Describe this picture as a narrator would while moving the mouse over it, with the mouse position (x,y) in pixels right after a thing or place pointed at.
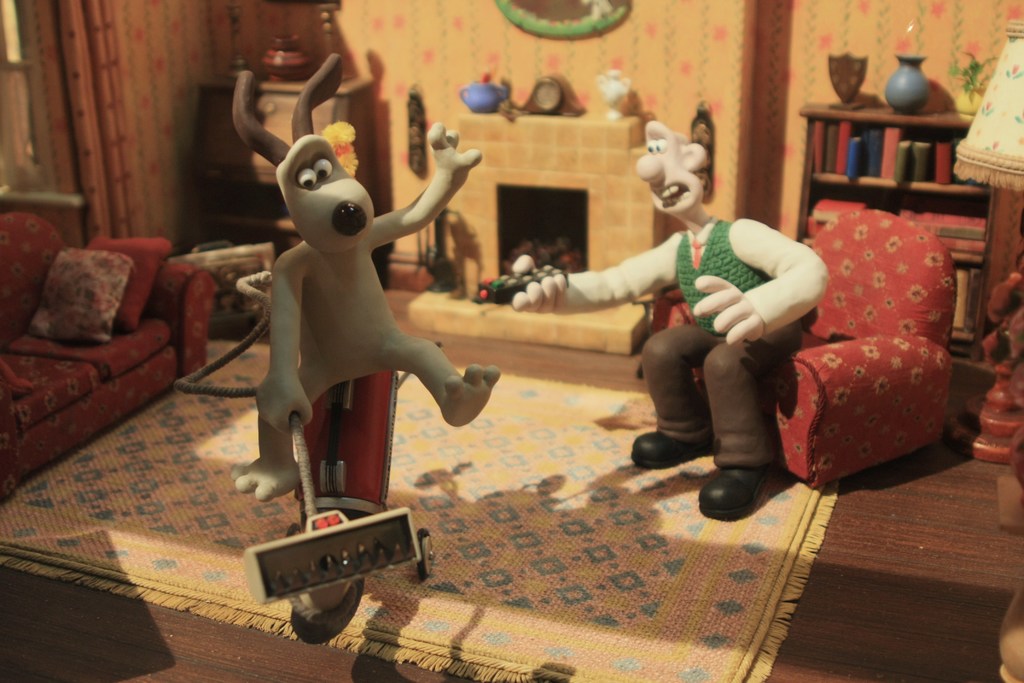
In this image we can see two cartoon characters (346,351). One is sitting on the machine (378,453) and the other one is sitting on the red sofa (881,341). Behind them book rack (841,180), chimney (550,149), mirror (578,28), lamp (968,155) and one more sofa (67,361) is present.
